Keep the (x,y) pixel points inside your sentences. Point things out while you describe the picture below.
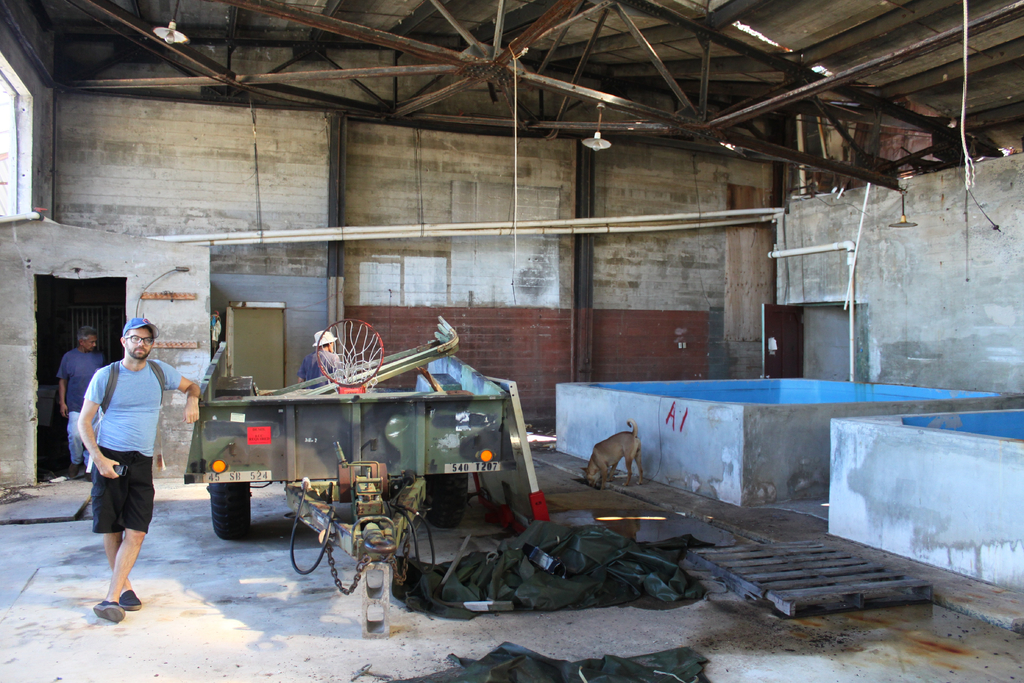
In this picture we can see two men (126,375) are standing on the left side (85,369), there is a trolley (340,427) in the middle (442,415), on the right side (707,448) we can see a dog (635,458) and two tanks (659,457), in the background (532,303) there is a wall (540,299) and pipes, we can see lights (588,141) and metal rods (469,33) at the top of the picture (597,8), at the bottom (603,603) there are some clothes (591,577).
